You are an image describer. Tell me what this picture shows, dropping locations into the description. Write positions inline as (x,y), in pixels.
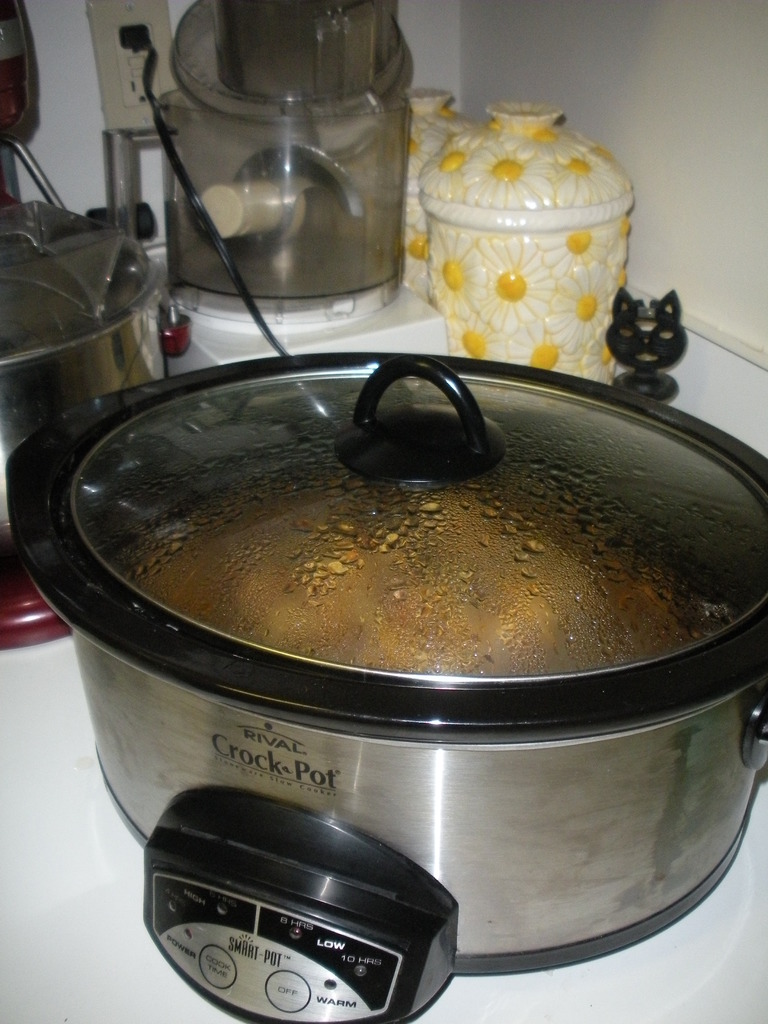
In this image I can see few utensils (345,788) and few jars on the white color surface (70,908) and the wall (635,97) is in cream color.
